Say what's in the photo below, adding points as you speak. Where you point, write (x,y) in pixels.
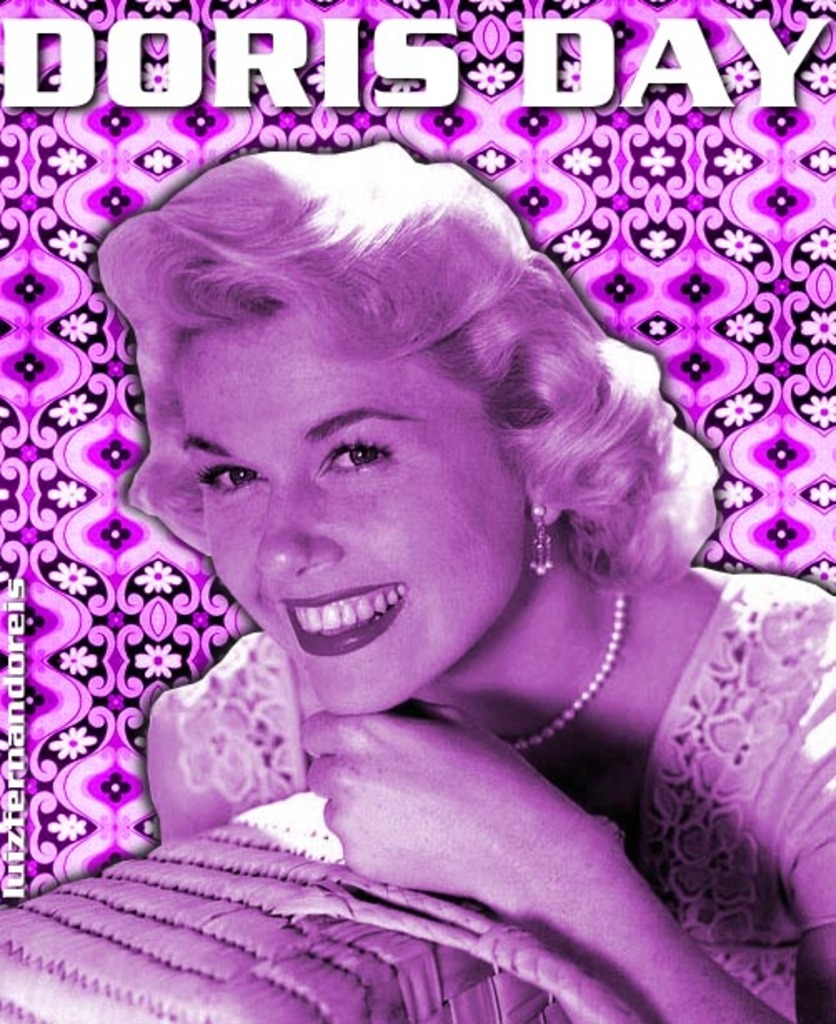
In the image we can see a poster (197,179). In the poster (211,585) we can see a woman (317,790) smiling. At the top of the image (27,74) we can see some text (772,53).
